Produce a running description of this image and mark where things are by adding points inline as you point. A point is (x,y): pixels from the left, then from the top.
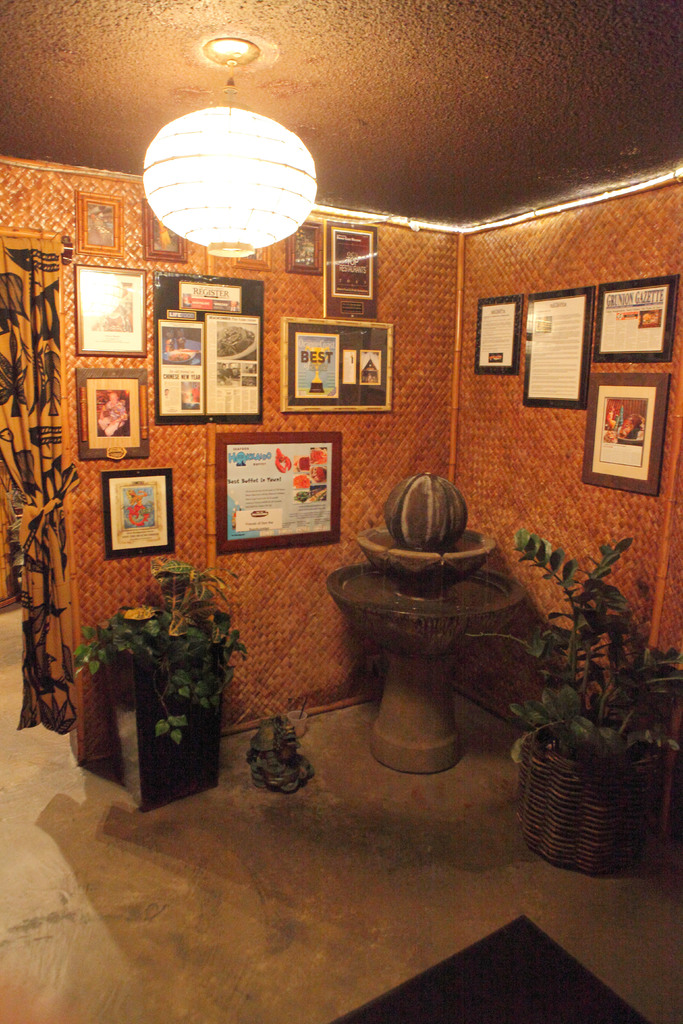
Here we can see house plants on the floor (39,940), frames (209,347) on the wall (426,267), curtain (34,490), light (239,209) hanging to the roof top (156,66), mat (457,993) and an other object (379,714) on the floor (346,945).
